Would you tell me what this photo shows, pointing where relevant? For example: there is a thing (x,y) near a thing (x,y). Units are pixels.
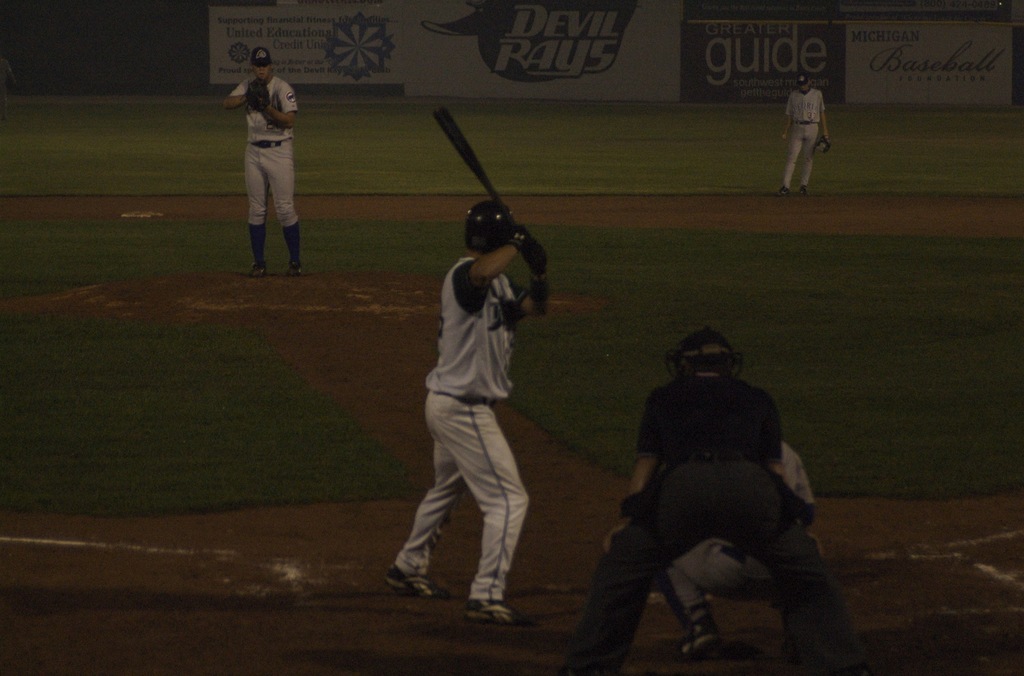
In this image we can see people (684,506) playing baseball. There is grass (59,421). In the background of the image (496,20) there are banners (608,56) with some text (600,60).
